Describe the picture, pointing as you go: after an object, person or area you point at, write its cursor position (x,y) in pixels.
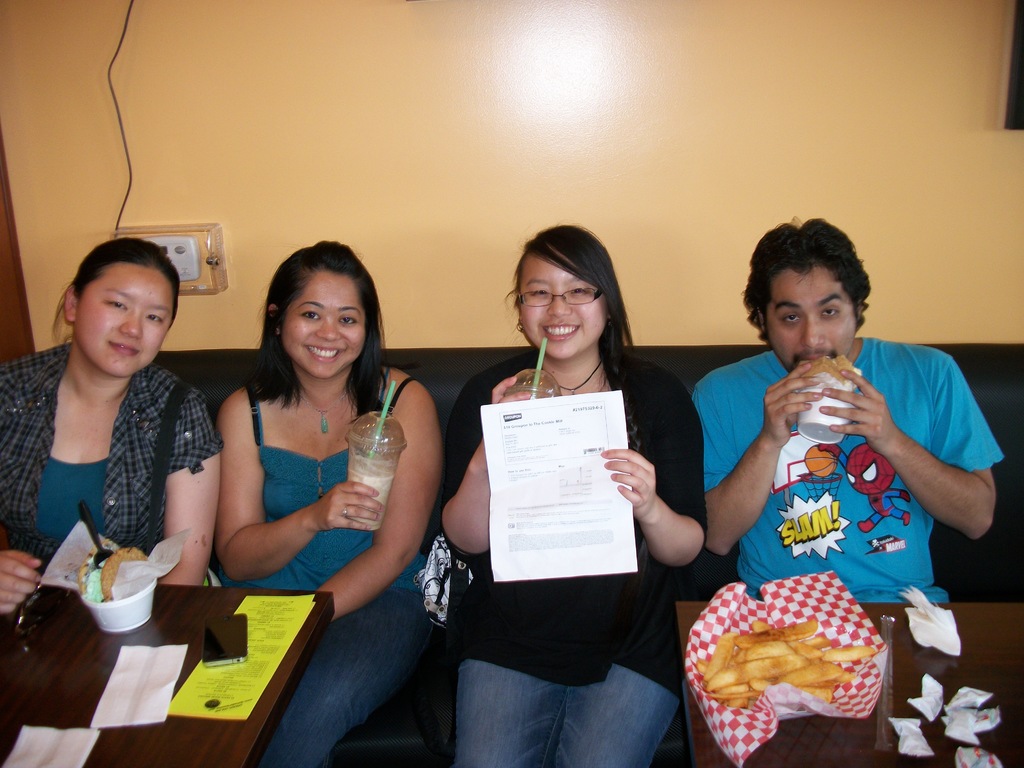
In this picture there are people (585,597) sitting on sofa (375,717), among them there is a man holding food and there are women (304,499) smiling. We can see cover (885,694), papers (161,552), food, mobile (229,654) and cup (135,603) on tables (265,703). In the background of the image (363,175) we can see switch board (176,263) and cable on the wall (180,78).
